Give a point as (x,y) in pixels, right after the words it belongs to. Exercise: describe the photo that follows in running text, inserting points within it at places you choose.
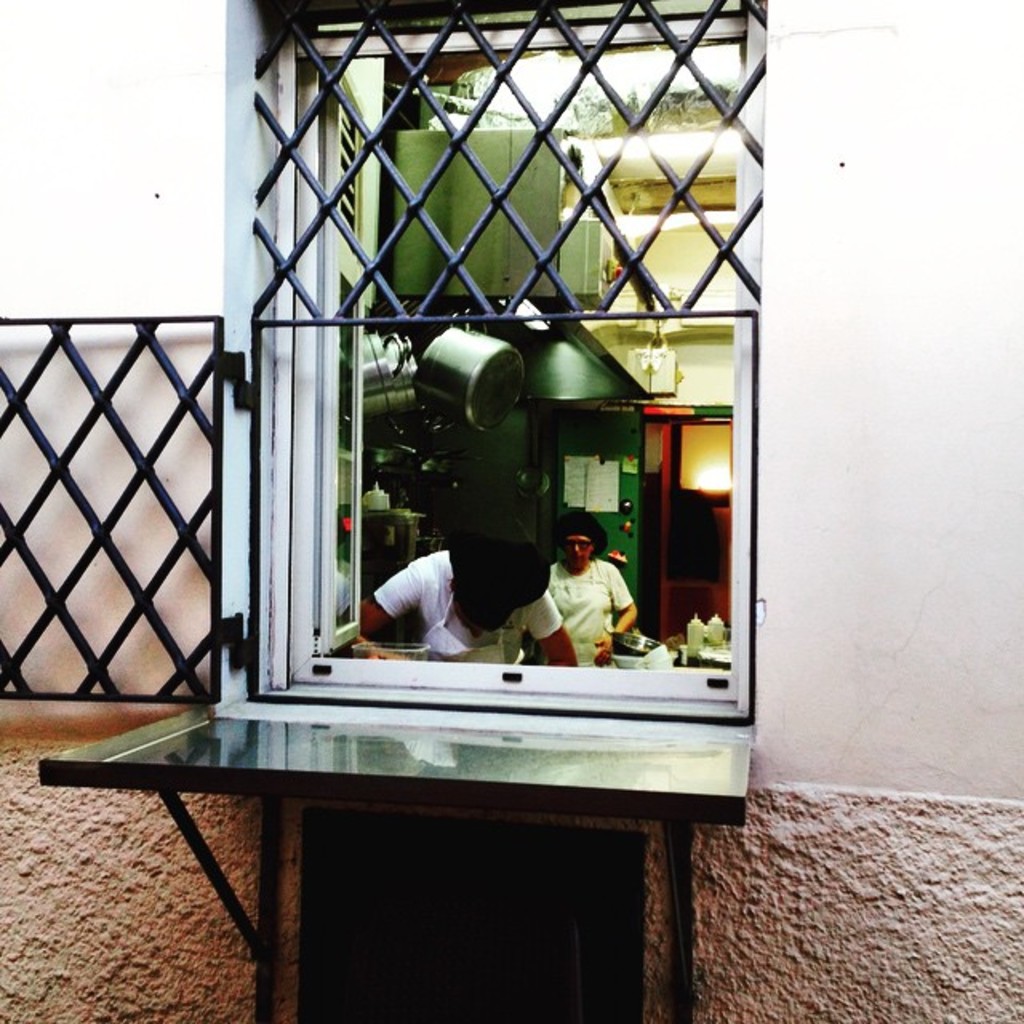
This is the picture of a building (919,298). In this image there are two persons (483,617) standing inside the room (647,514). There are utensils (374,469) and there is a cupboard (534,172) and light (706,486) inside the room (666,527). In the foreground (543,29) there is a railing (399,322) on the window (317,173) and there is a wall (71,423).
